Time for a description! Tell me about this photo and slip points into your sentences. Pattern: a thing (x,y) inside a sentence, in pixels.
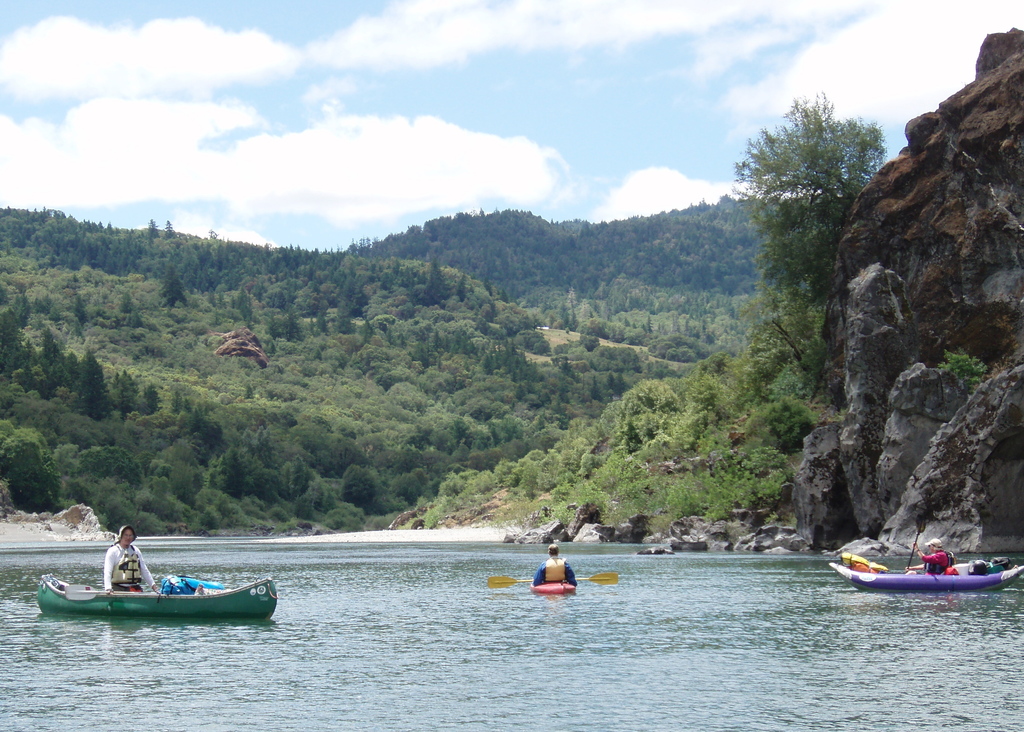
This image taken outdoors. At the top of the image (302,111) there is the sky (518,100) with clouds (902,37). At the bottom of the image (393,658) there is a river (240,656) with water (528,640). In the background (295,374) there are many trees (370,386) and plants (724,438) with leaves (721,418), stems (713,318) and branches (166,329). There are many rocks (855,465). In the middle of the image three people (126,555) are sitting in the boats (905,574) and sailing on the river (384,625).
